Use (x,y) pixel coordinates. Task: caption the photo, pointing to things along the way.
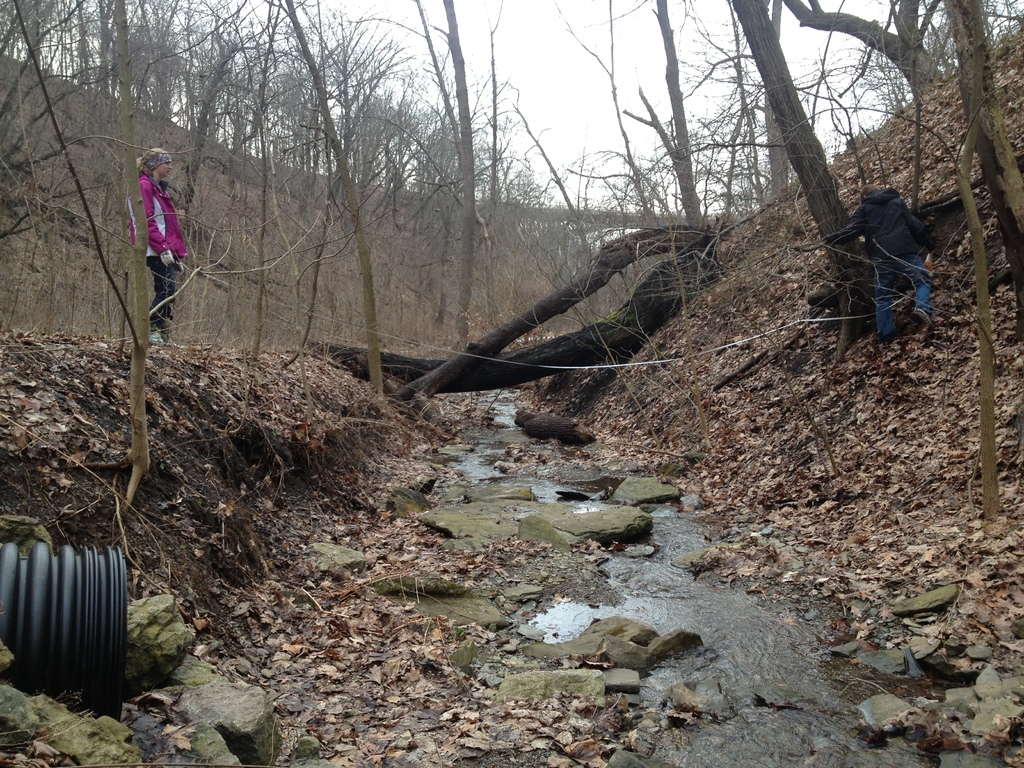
In the foreground of this image (593,535), there is a river (547,490) flowing. On either side, there are dry leaves (420,436) on the land (246,462), trees (309,73) and two people (892,254) standing on either side to the river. At the bottom left (53,578), there is a black color object (110,582). At the top (551,38), there is the sky (550,39).
